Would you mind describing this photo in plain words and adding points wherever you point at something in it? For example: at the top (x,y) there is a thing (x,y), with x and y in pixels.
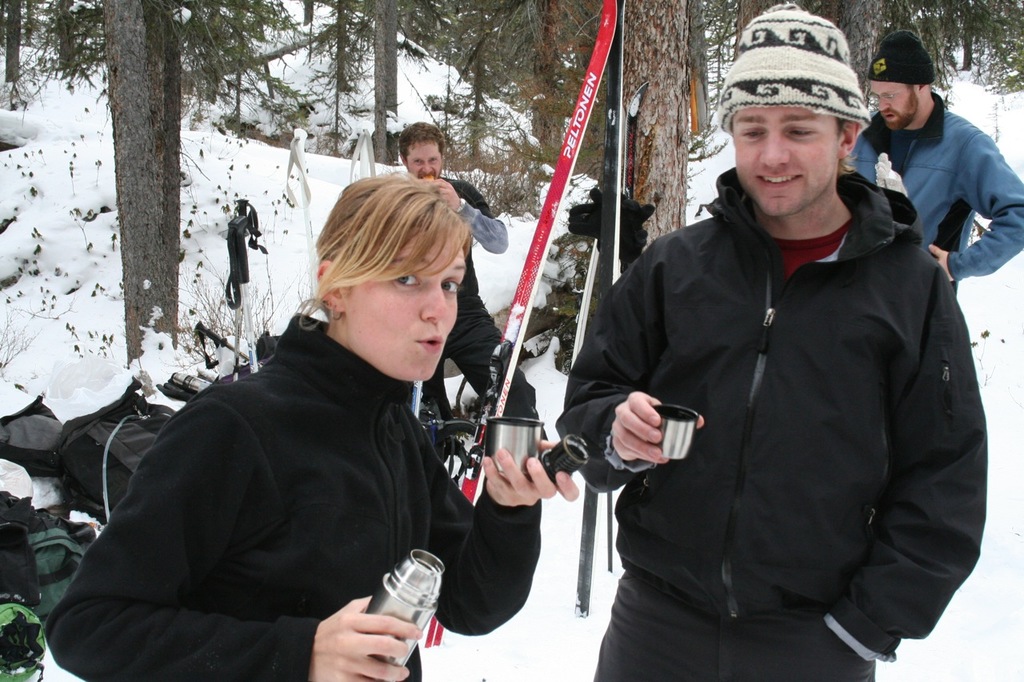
In this image I can see a woman (291,573) is pursing her lips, she wore black color coat (336,484) and also holding the flask (401,600) in her hands (411,629). On the right side (815,370) a man (773,415) is holding the little cup (672,438) in his hand (659,438), he wore cap (776,95). Behind him there are few other persons (487,203) and there are trees (355,77). On the left side (68,484) there are bags (61,451) and the snow (73,252).
